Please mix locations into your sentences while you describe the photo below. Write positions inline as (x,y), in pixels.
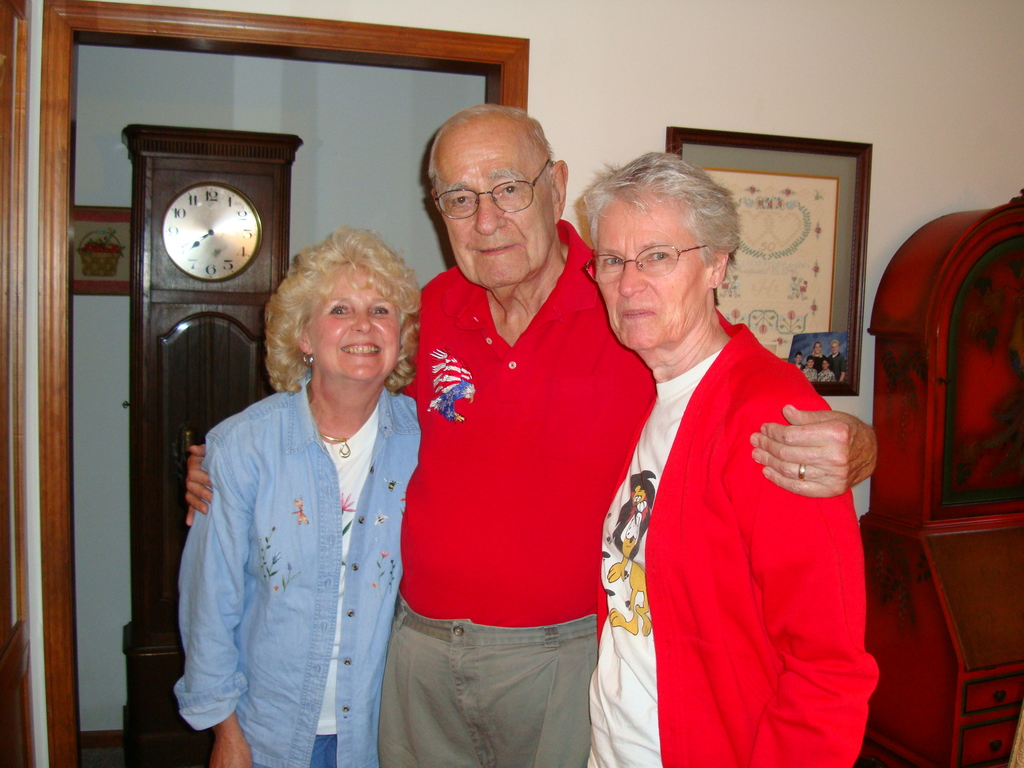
This picture is clicked inside the room (509,332). In the center (509,318) we can see a person (492,433) wearing red color t-shirt (497,378) and standing and we can see the two persons (320,529) wearing jackets (770,634) and standing. In the background (107,247) we can see the picture frames (752,152) hanging on the wall (918,192) and we can see a long-case clock (238,294) and a wooden object (996,661).
